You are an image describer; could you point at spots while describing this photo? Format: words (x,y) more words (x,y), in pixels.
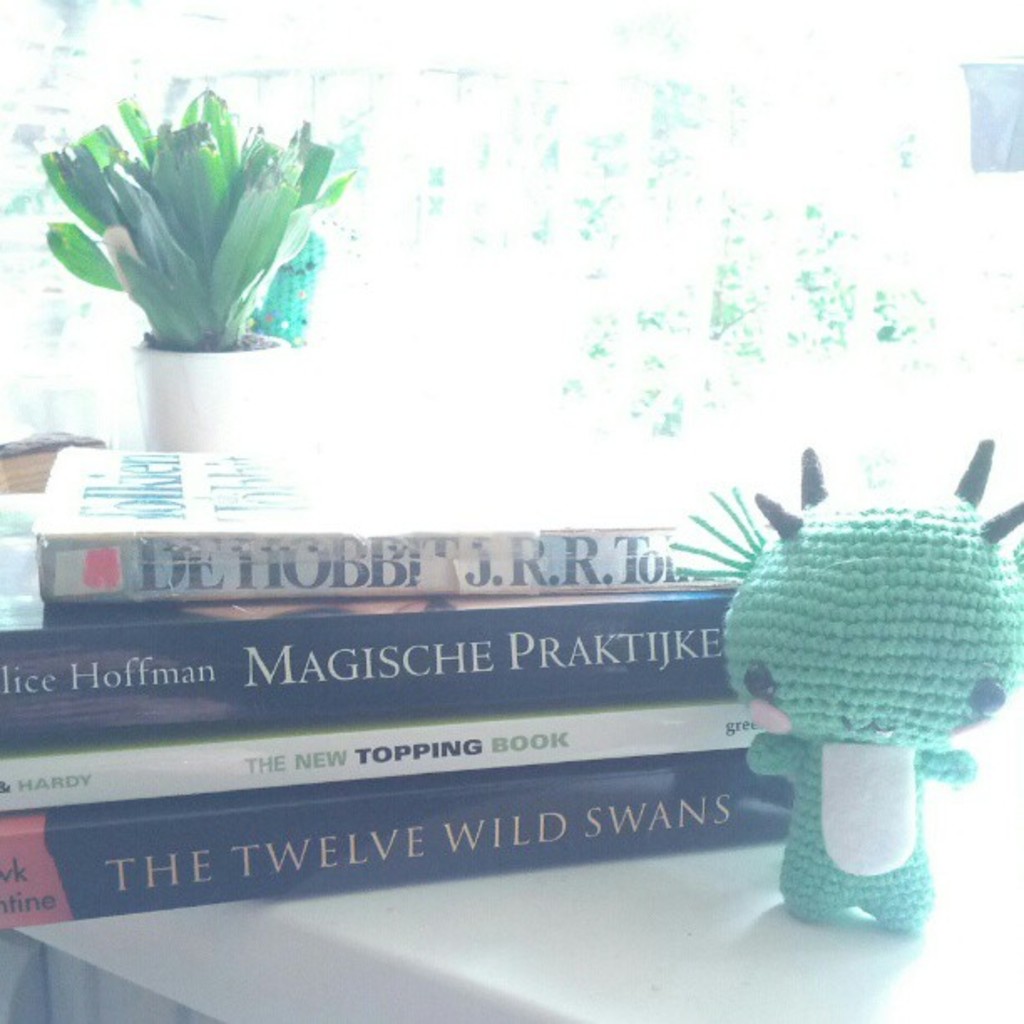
In this picture we can observe some books (240,659) placed on the white color table (470,944). There is a green color toy (827,706) on the right side (884,652). We can observe a plant (185,218) in the plant pot (209,382) which is in white color on the left side (230,409).
